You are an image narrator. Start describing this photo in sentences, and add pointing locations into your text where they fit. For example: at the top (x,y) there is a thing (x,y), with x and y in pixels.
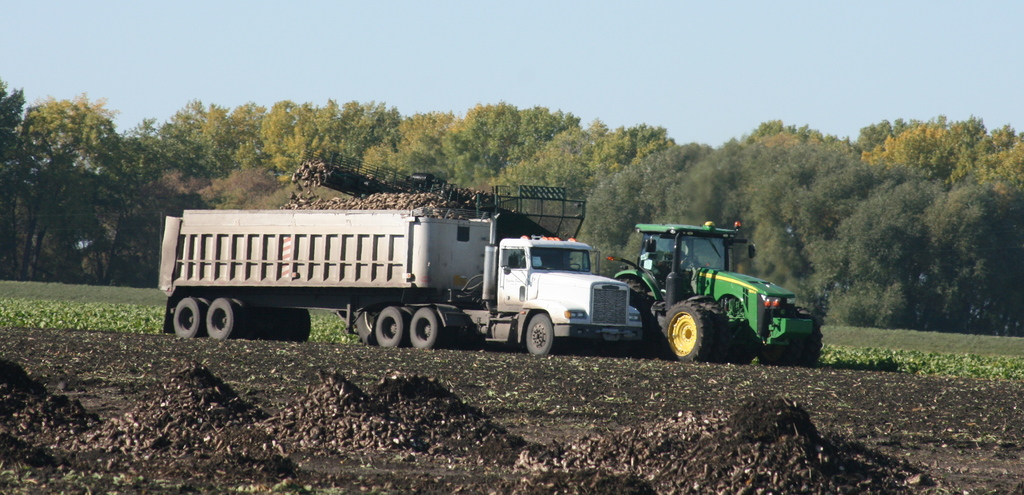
In this picture we can see a truck (422,303) and a tractor (653,263). Behind the vehicles (472,280) there are plants (852,344), trees (472,165) and a sky (137,121).
